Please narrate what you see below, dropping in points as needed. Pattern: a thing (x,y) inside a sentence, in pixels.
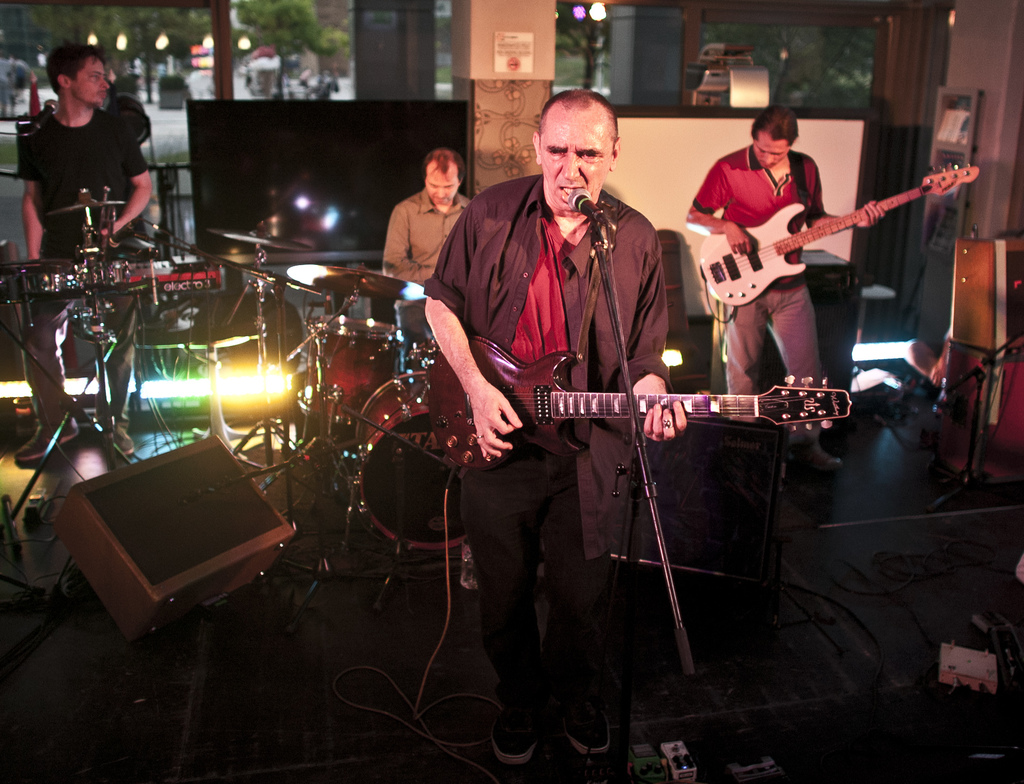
It is a music show man (553,233) standing first is playing the guitar (537,437) and also singing a song behind him there are three other people (407,226) one man (97,193) is playing the piano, second man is playing drums (373,350) the third person (752,308) is playing guitar (755,289), behind them there are different lights (251,384), in the background (158,25) there are some glasses (405,51) and a pillar (504,119) outside that there are few trees (169,36) and street lights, the atmosphere seems to be night.
